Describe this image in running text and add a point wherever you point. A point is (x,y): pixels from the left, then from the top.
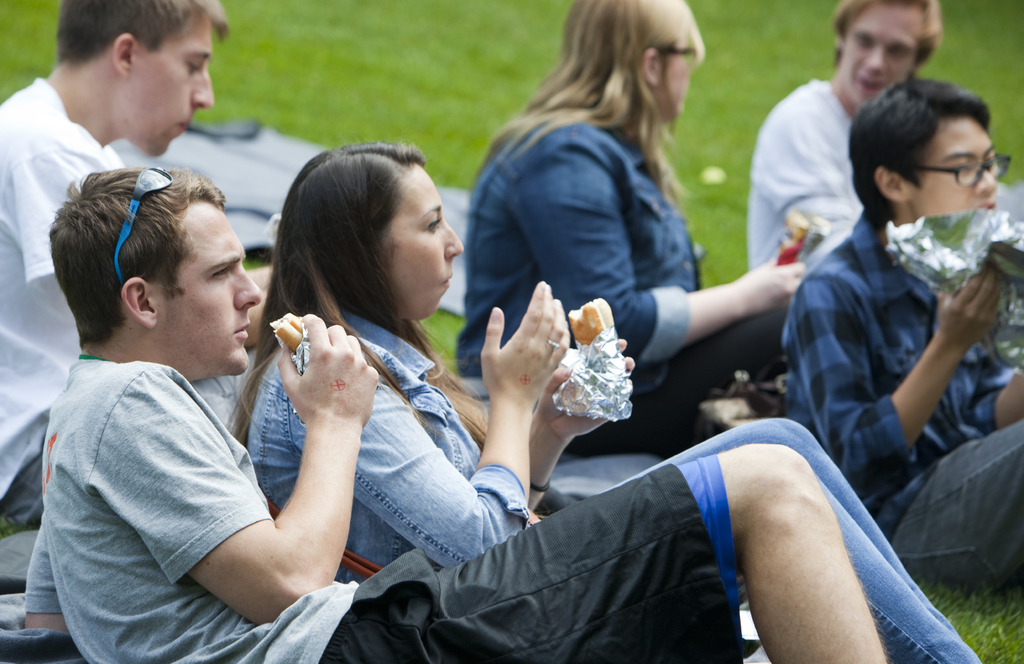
In this image, we can see some people (662,583) sitting on the grass (422,64) and they are eating food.
